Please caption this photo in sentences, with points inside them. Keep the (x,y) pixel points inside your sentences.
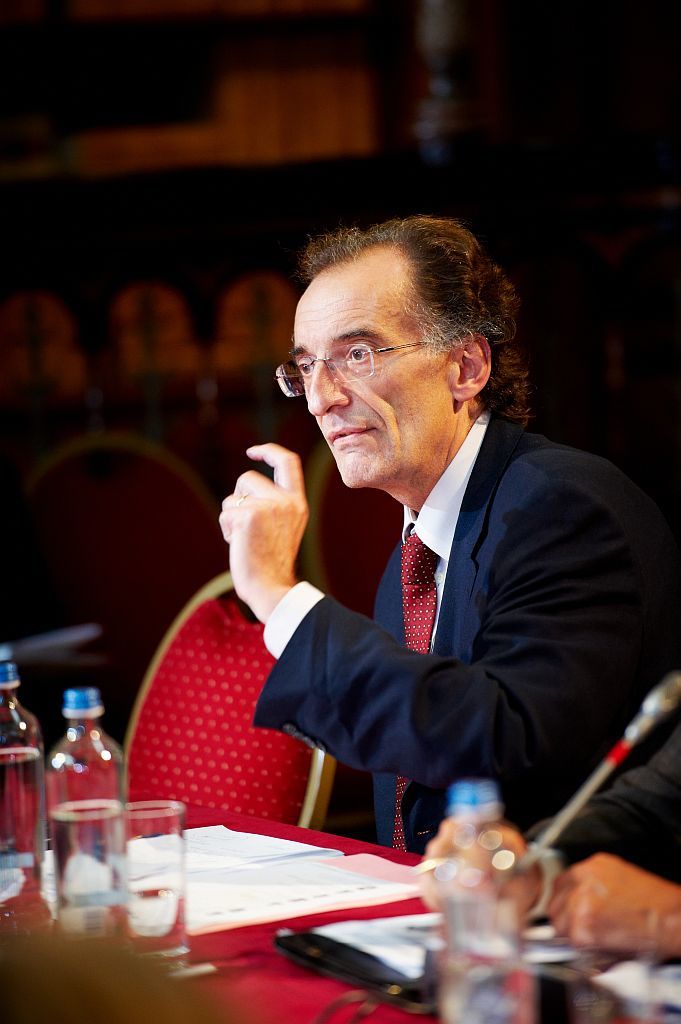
In this picture we can see man (307,719) wore blazer (390,591), tie (408,619), spectacle (288,392) sitting on chair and talking beside to him there is other person (588,868) and in front of them there is table (319,858) and on table (234,962) we can see glass (110,861), paper (295,902), file (312,958) and in background (82,351) we can see wall (335,110), some more chairs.
